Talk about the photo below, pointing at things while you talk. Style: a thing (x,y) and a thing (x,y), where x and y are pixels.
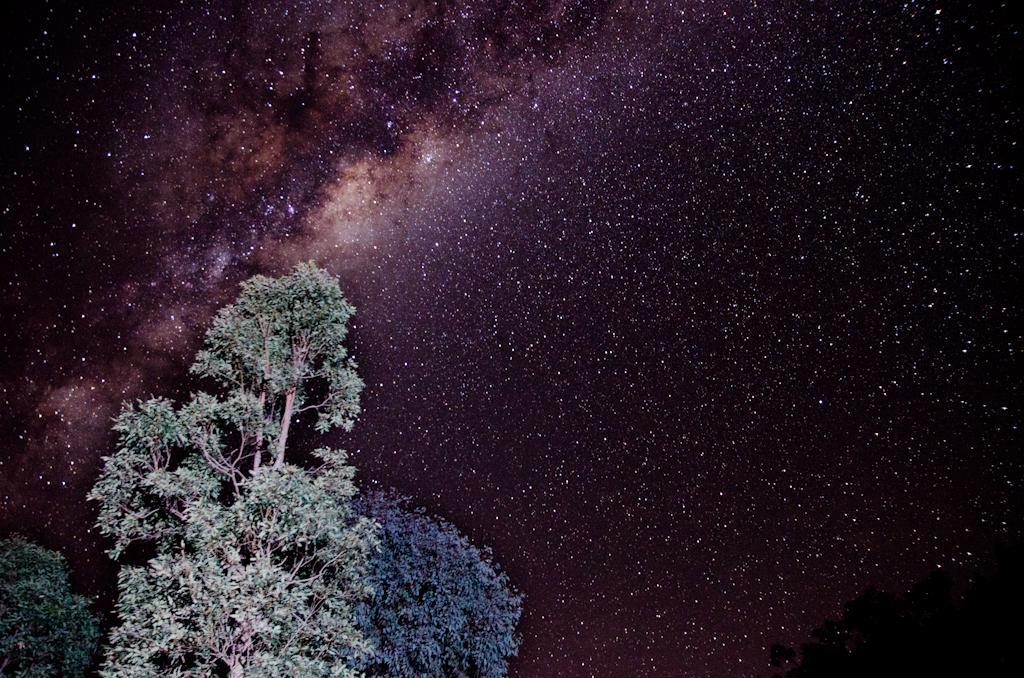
This picture is taken at night. At the bottom left (199,530) there are trees (242,434). In the background (528,338) there is a sky (635,167) with stars (599,172).
